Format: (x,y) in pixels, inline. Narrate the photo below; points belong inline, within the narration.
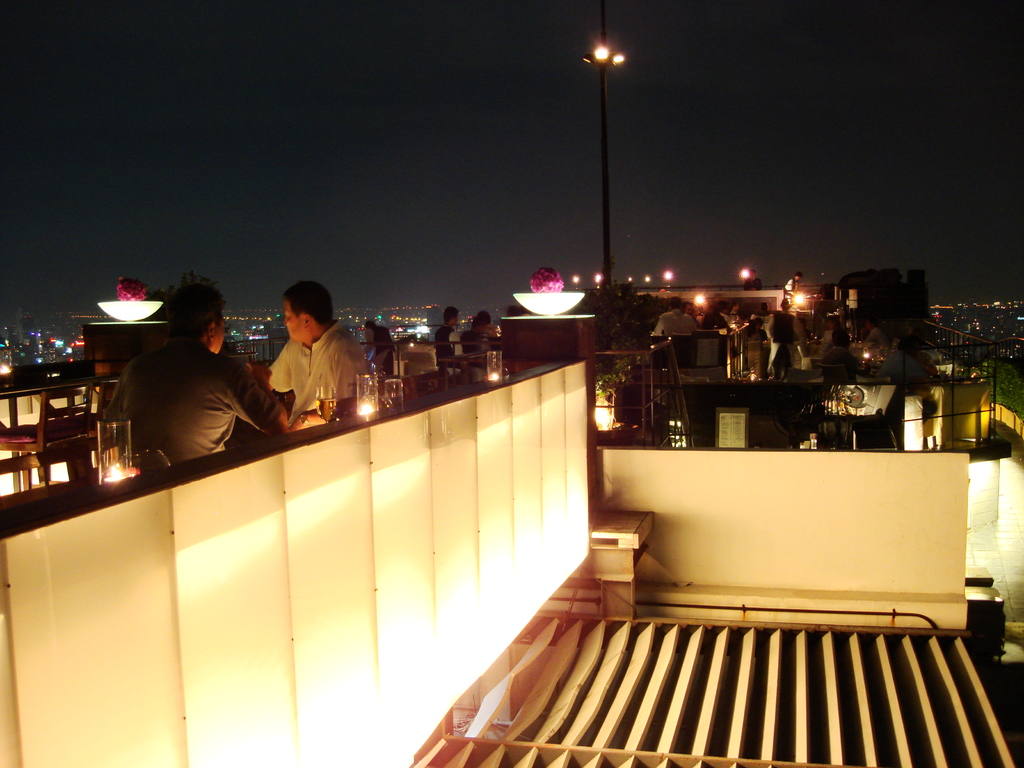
In this image there are candles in the glasses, chairs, tables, group of people (147,440) sitting on the chairs (84,416), lights (115,313), poles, buildings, iron rods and there is sky (420,241).
